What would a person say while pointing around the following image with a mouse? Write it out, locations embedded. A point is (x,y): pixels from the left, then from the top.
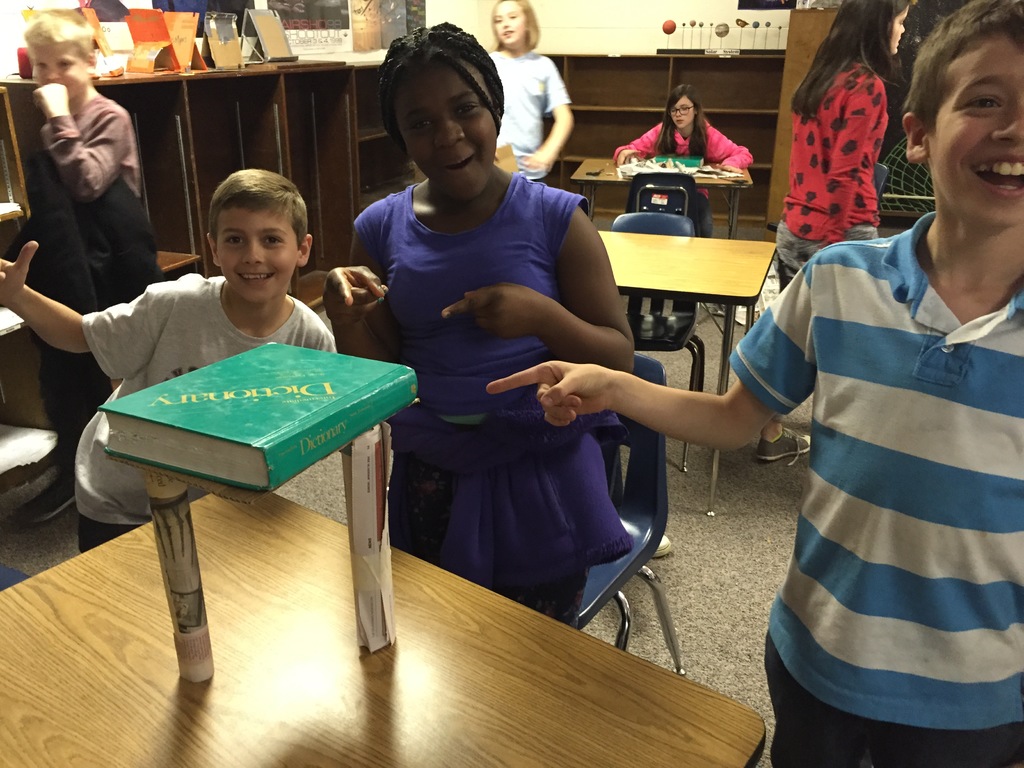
Children (377,250) are standing and laughing there is a book (345,440) in front of them and a girl (625,159) is sitting in the chair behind them.
